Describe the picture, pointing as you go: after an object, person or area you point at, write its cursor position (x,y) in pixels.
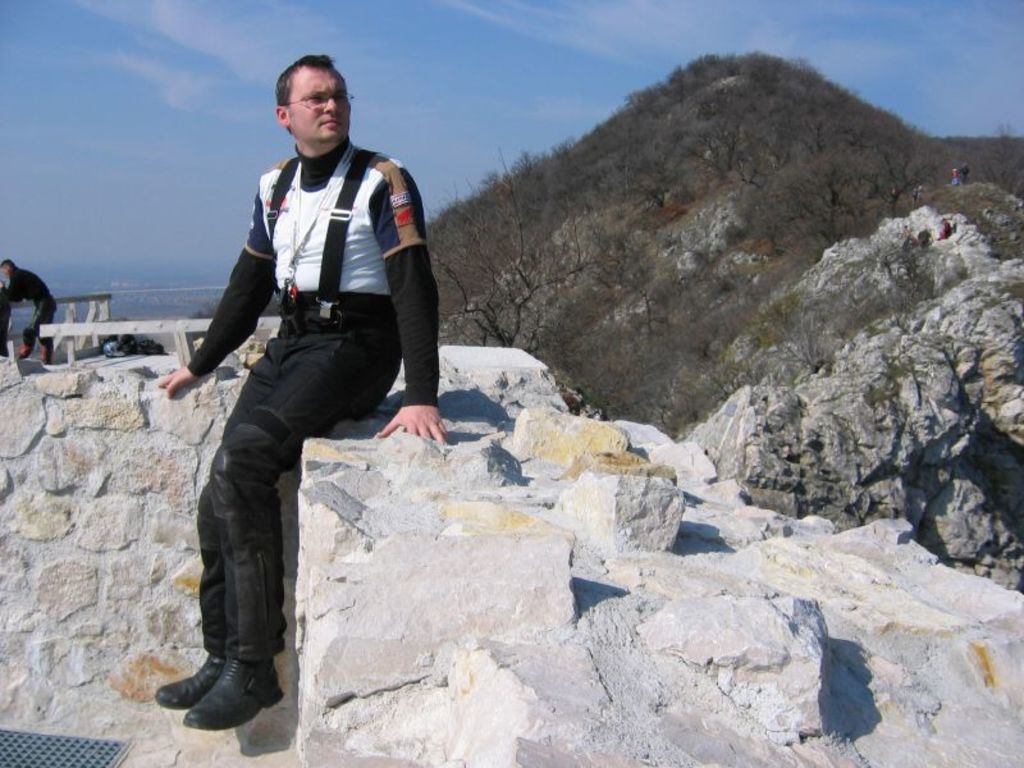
Here we can see a man (350,262) and he has spectacles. There are trees (760,221). Here we can see a person (21,274) and a mountain (633,331). In the background (577,81) there is sky (447,81).
